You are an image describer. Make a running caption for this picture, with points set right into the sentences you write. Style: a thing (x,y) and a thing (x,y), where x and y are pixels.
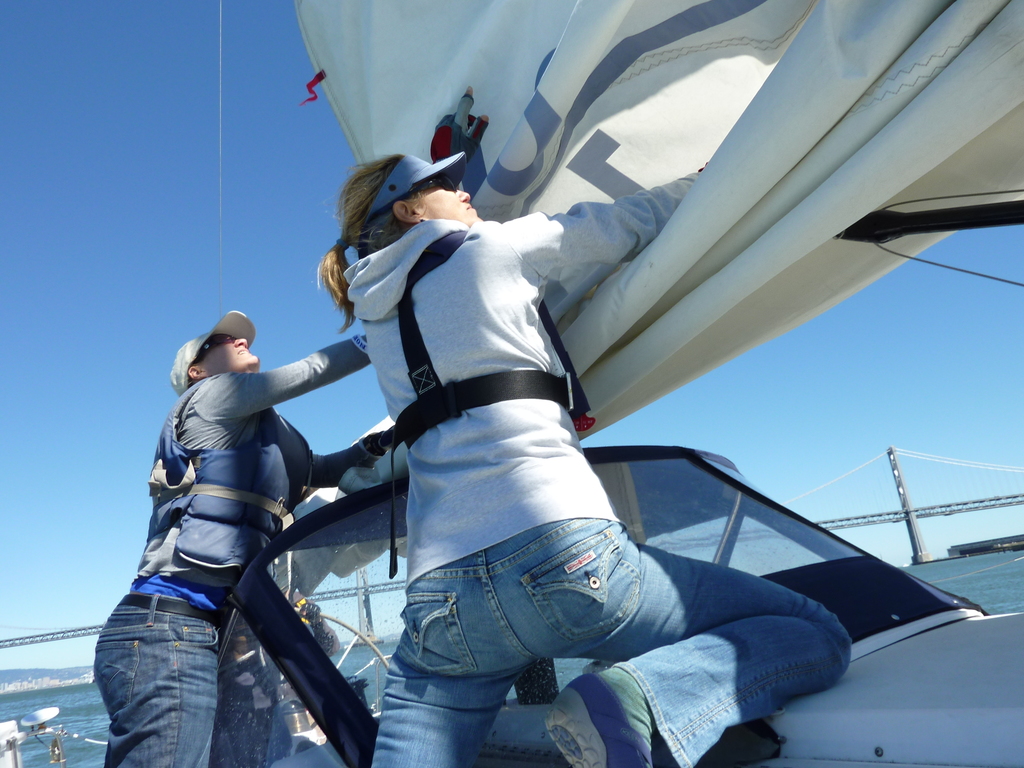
In this image there are a few people (620,577) standing on the vehicle (397,617) and holding, a sail (614,194). In the background (92,699) there is a river (996,586), bridge (890,511) and the sky (127,274).
